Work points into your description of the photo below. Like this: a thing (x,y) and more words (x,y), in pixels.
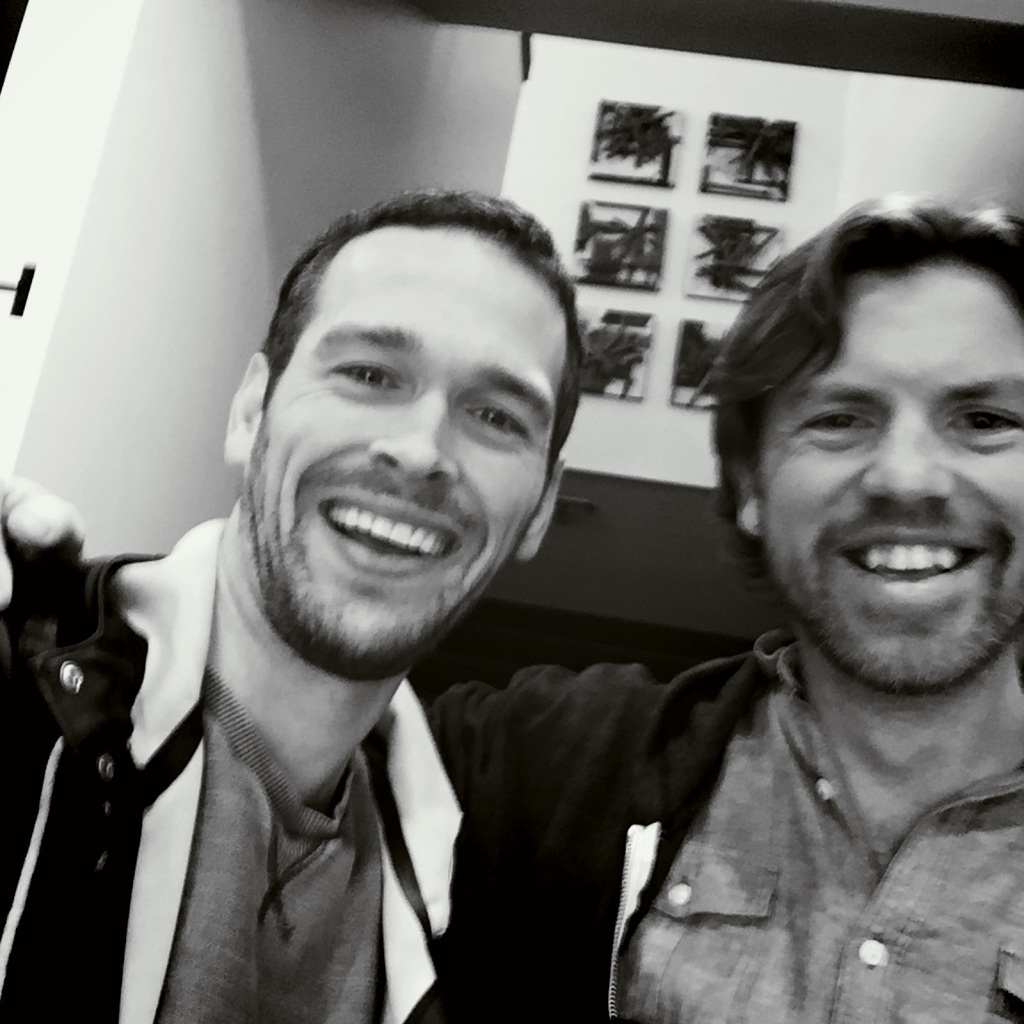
This is a black and white image. In the center of the image (384,602) we can see two persons (286,812) are standing and smiling. In the background of the image (885,141) we can see the wall (621,190) and photo frames (726,263). At the top of the image (828,44) we can see the roof (835,5).
